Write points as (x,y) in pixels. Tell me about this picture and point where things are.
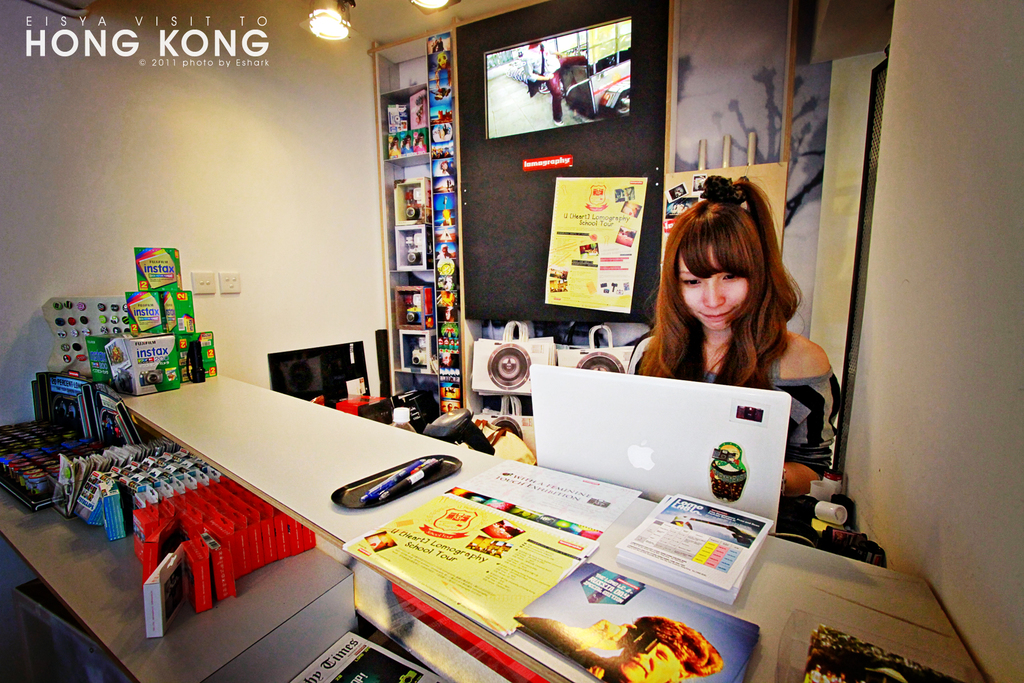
On the right side of the image (785,353) we can see a woman (816,344), in front of her we can find a laptop (696,417), few boxes (151,370), books (510,526) and other things (470,589) on the table (166,428), in the background (419,86) we can find few things (422,196) in the racks (426,71), on top of the image (47,24) we can see few lights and some text (182,31).
